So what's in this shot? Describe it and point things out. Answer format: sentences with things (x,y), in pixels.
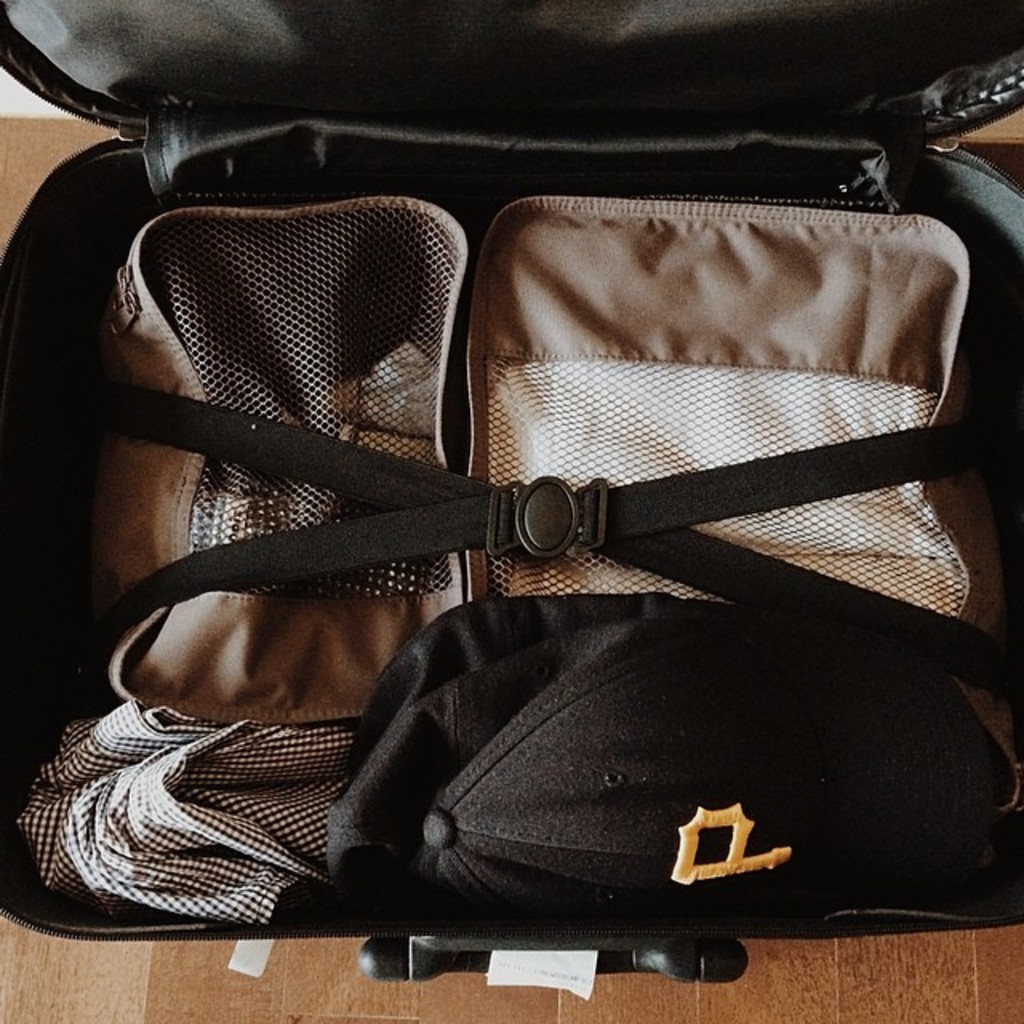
In this image there is a black luggage (461,219) placed on the ground (834,980). In the baggage (513,88) there are two pouches (440,334) and a belt (483,485) attached to them.
